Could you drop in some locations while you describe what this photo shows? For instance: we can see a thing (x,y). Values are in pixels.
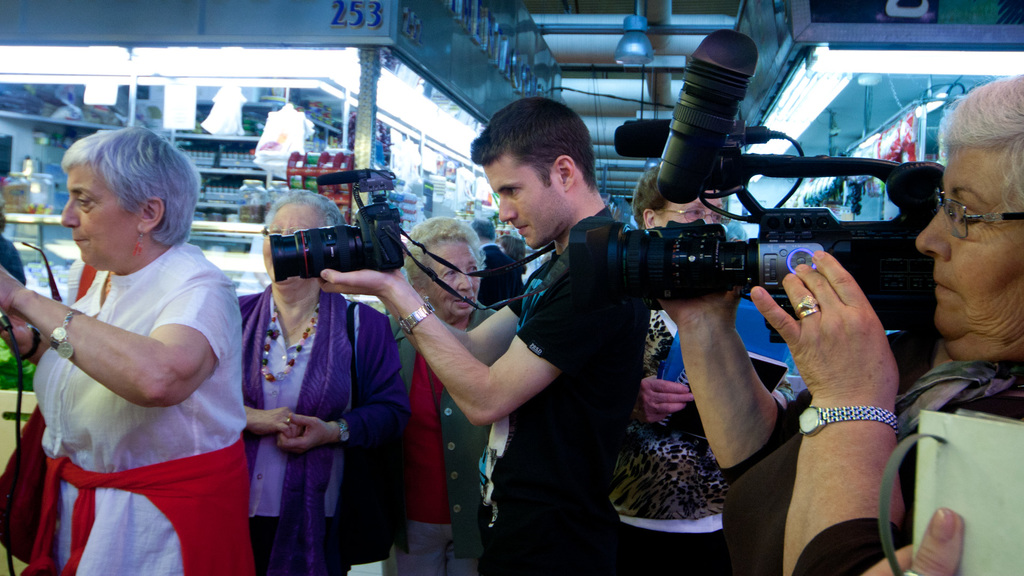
In this picture we can see group of people (478,390) who are all standing and the middle one (567,327) and right side persons (930,344) holding a camera (911,272) in their hands (822,327), and we can see some food items (205,153) in the background (232,150).
